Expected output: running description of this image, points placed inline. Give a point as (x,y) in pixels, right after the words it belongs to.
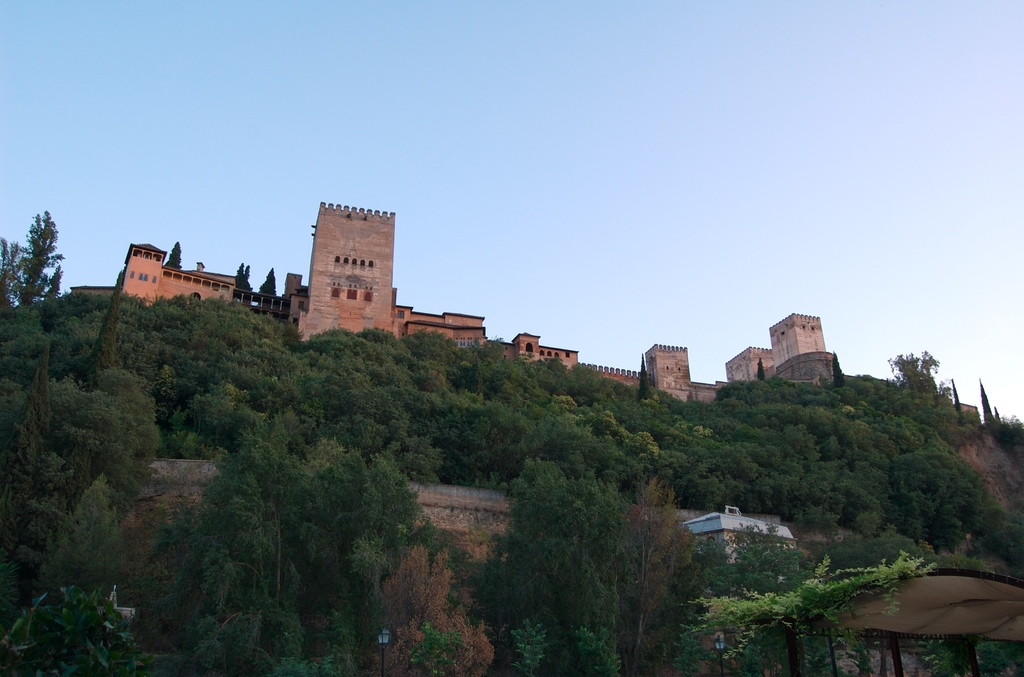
In this image we can see a fort (388,313). There are many trees (688,480). In the background (584,202) there is sky (557,222). Also there are few other buildings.
